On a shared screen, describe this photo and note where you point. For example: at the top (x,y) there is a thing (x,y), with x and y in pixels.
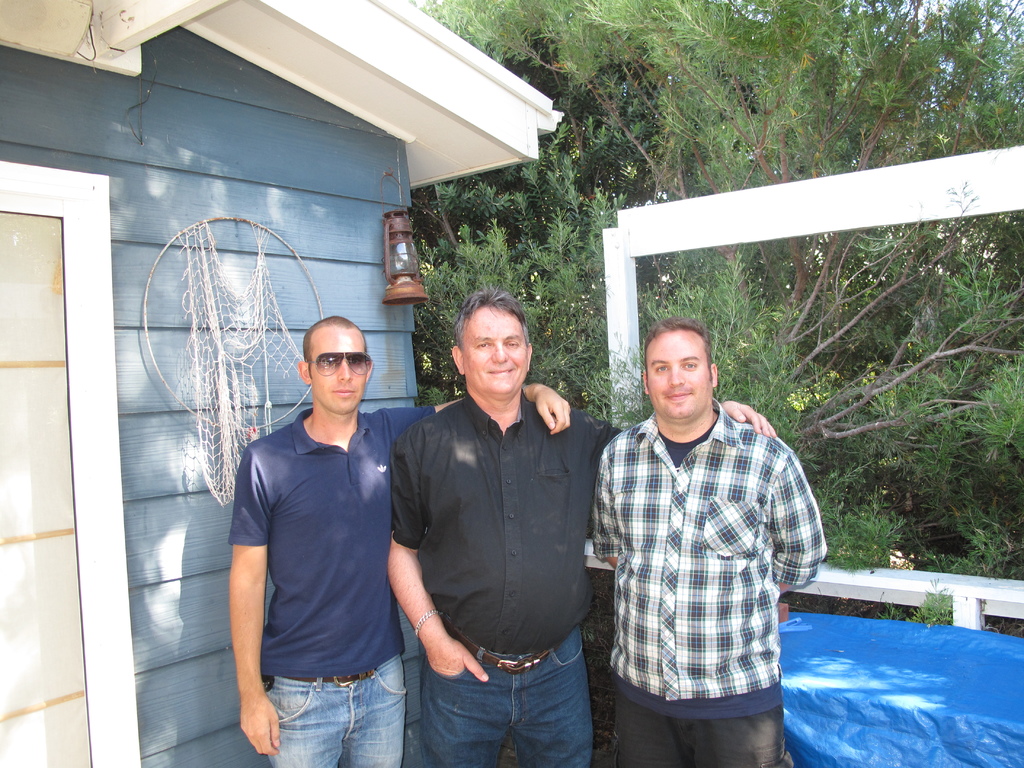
In this image, we can see three people (561,571) are standing. Two people (633,481) are seeing and smiling. Here a person (356,424) is wearing goggles (359,367). Background (365,224) we can see house (161,235), wall (166,432), net (206,376), ring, lantern (388,294), rods (1003,196) and trees (674,150). Right side (1003,657) bottom, we can see blue color cover (872,681).
